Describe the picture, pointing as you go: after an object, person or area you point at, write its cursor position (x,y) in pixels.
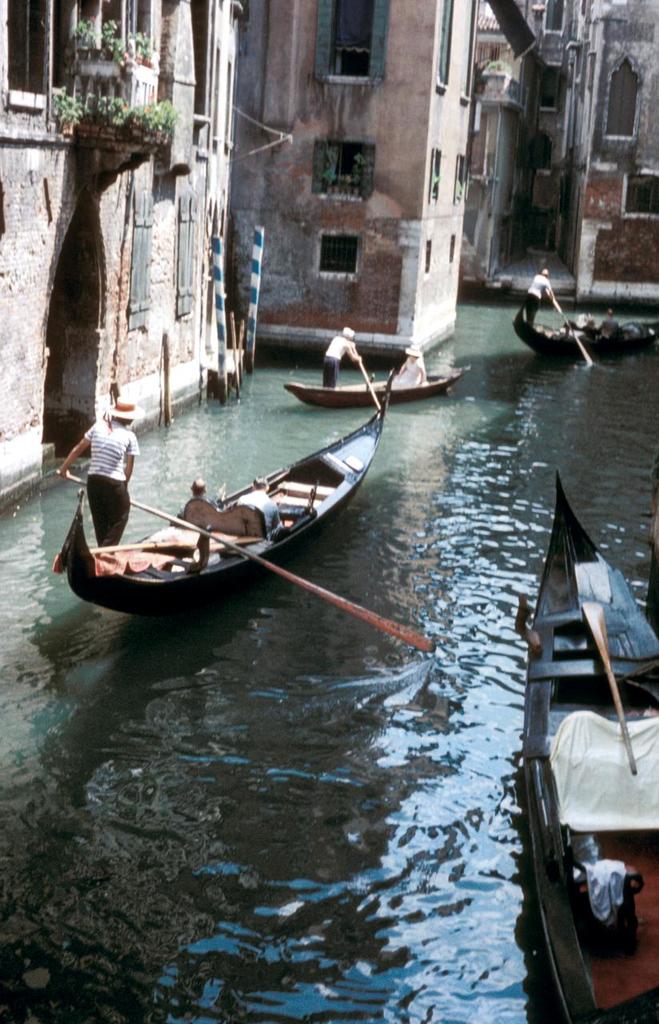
In this image we can see boats (320,469) and persons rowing in the river (273,416). Beside the river (283,437) we can see buildings (238,171), windows (150,190) and plants (116,108).
